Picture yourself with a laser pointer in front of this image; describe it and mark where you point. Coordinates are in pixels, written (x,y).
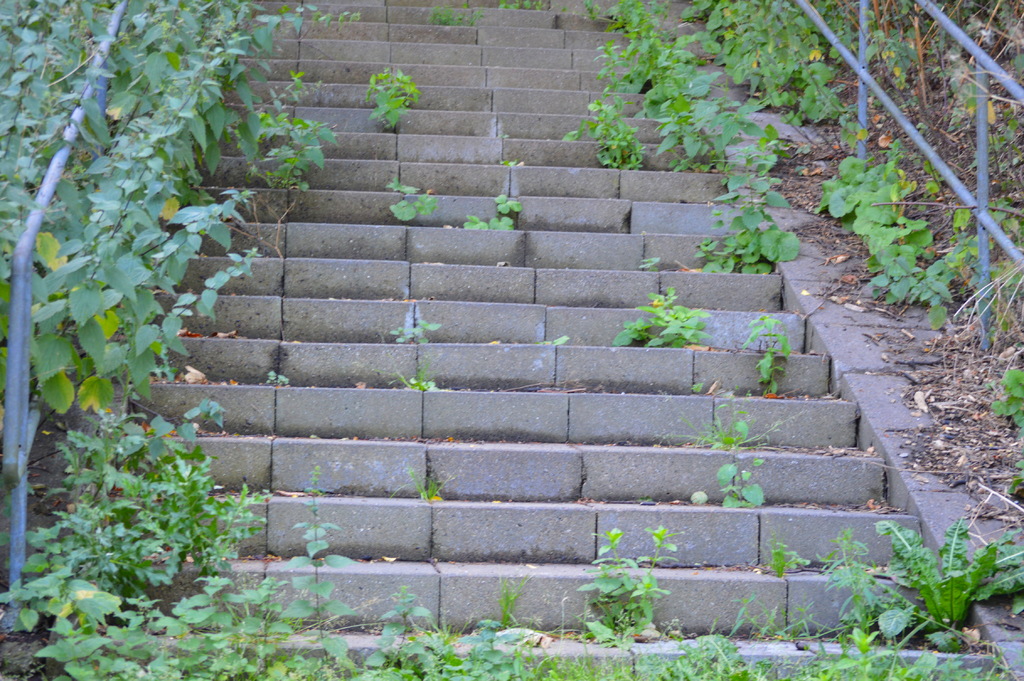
In the image we can see some steps (319,54) and fencing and grass (11,120).
